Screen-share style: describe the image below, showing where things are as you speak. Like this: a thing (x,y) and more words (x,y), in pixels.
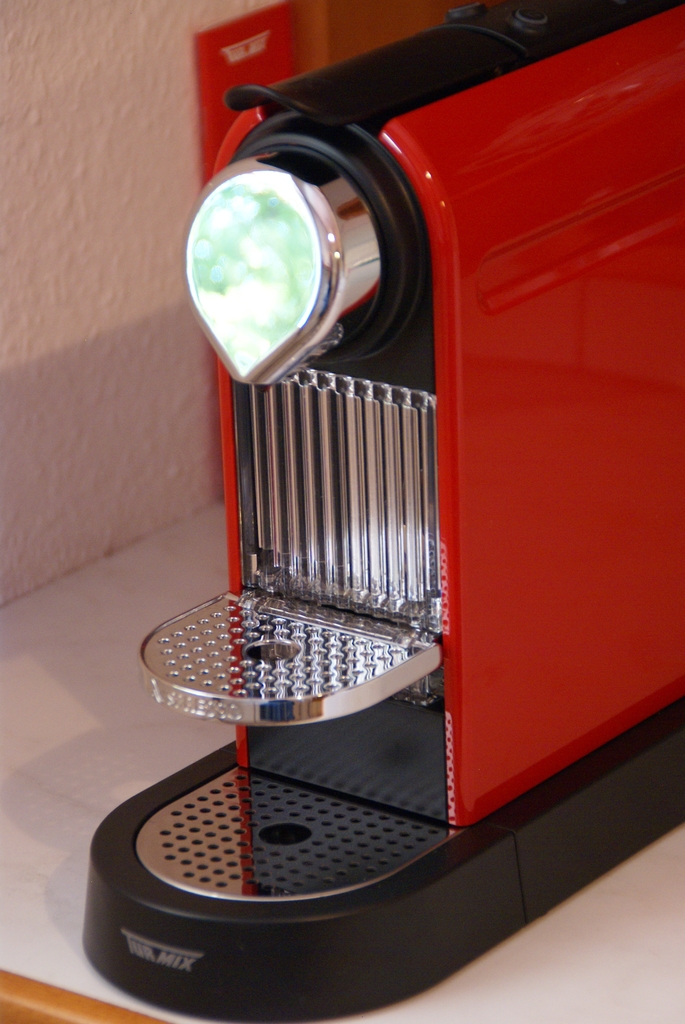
In the image we can see the coffee machine (383,611), kept on the white surface (525,940) and here we can see the wall (67,306).
